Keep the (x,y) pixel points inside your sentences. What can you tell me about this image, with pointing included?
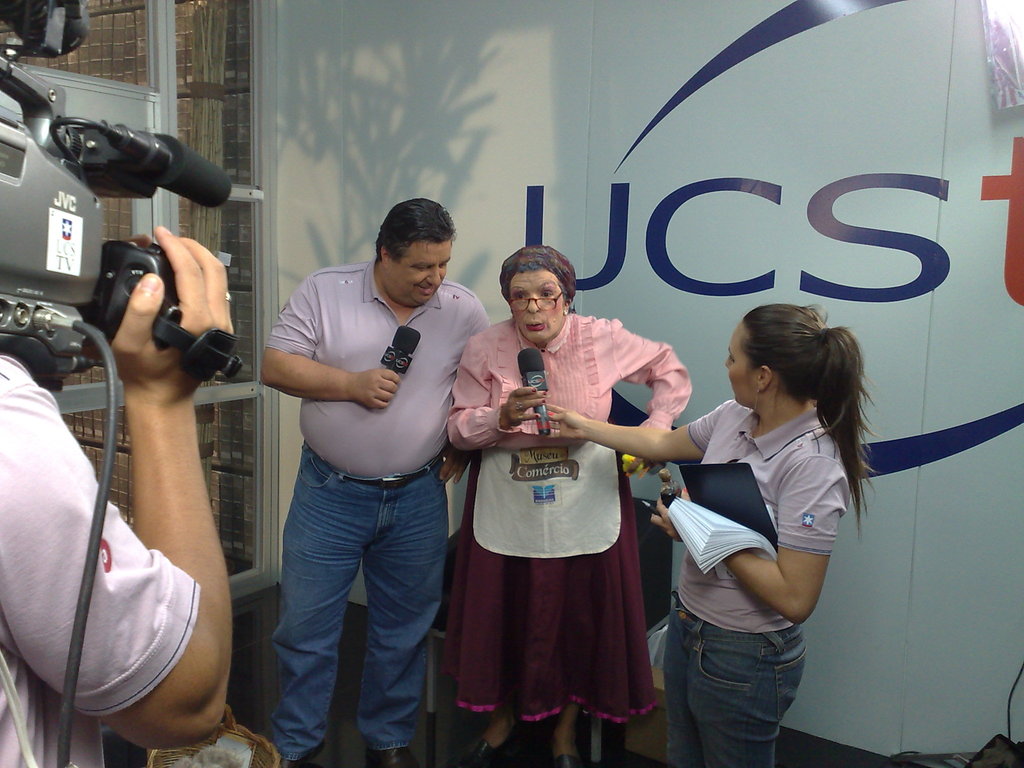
In the image we can see there are people (554,558) standing and there are two people (408,427) holding mics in their hands (515,396). There is a man (65,451) holding video camera (118,318) in his hand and there are chairs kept on the ground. There is a woman (768,495) holding file (736,499) and papers (693,526) in her hand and there is door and behind there is a banner (989,224).
